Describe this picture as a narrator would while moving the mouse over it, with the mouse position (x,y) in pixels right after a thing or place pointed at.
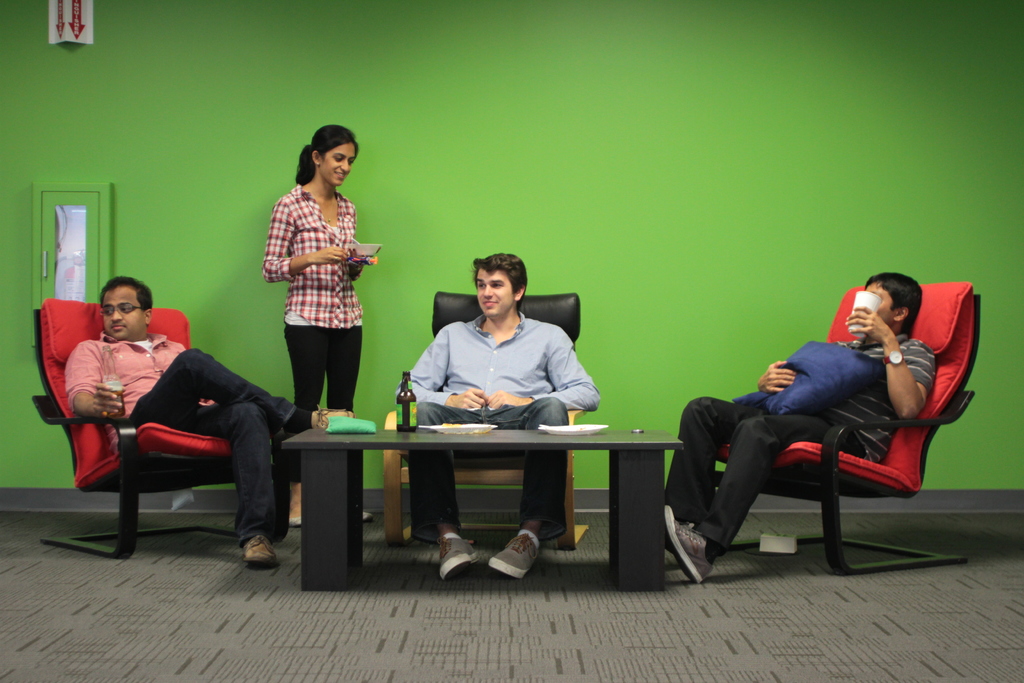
In this image I see 3 men (568,377) who are sitting on chairs (824,444) and I see that these both men (232,382) are holding glasses (859,303) in their hands (872,312) and I see a table (361,464) over here on which there is a bottle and I see 2 plates (546,428) and I see a woman (309,310) over here who is standing and I see that she is holding a thing (356,259) in her hands (337,256) and I see that she is smiling and I see the floor (159,587). In the background (153,495) I see the green color wall (12,377) and I see something is written over here.
